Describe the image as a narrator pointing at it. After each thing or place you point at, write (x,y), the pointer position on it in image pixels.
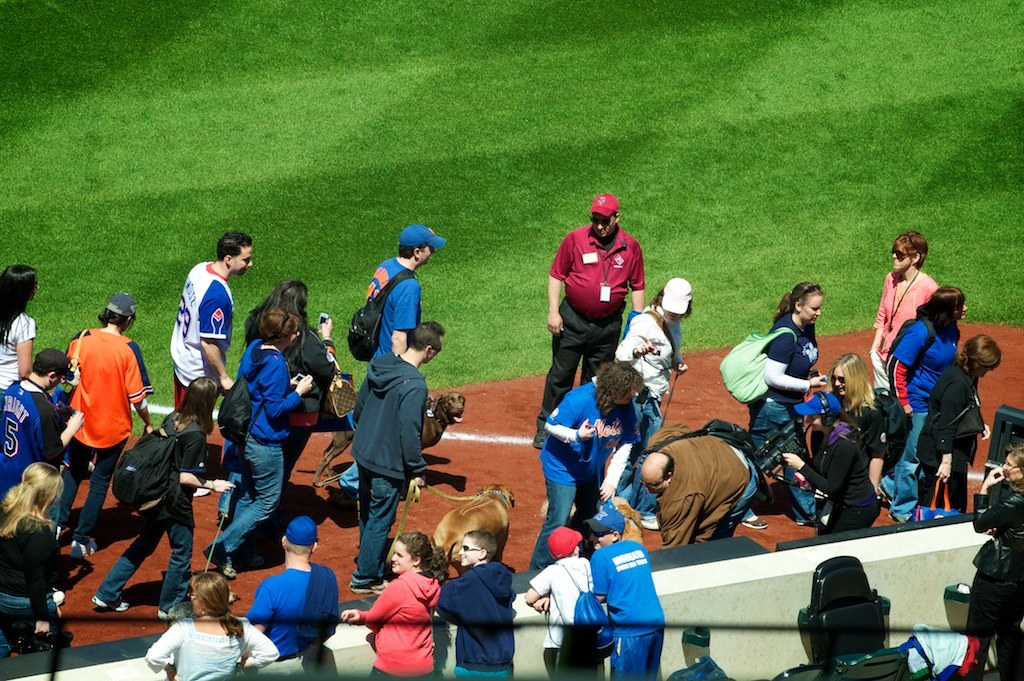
In this image I can see the group of people (254,485) with different color dresses (207,431) and I can see few people (273,365) wearing the caps (308,537) and bags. I can see an animals (457,509) in-between these people (393,517). I can see the person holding the camera (771,452). To the side I can see the wall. In the background (377,63) I can see the grass (262,70).
